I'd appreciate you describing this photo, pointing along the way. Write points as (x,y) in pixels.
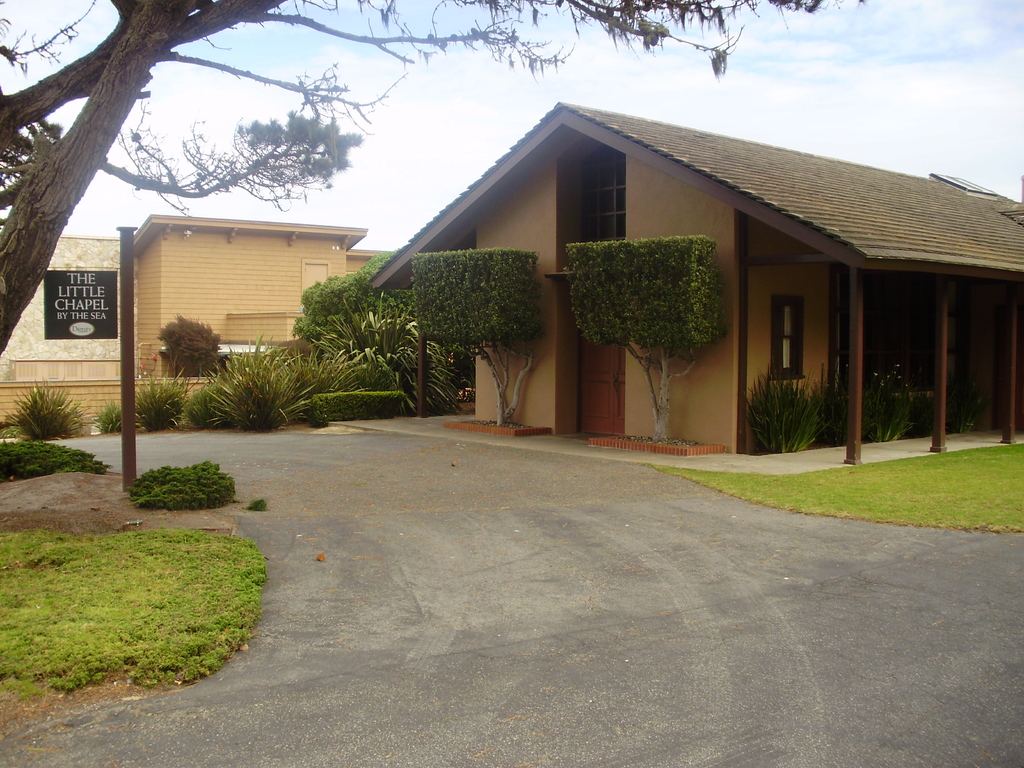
In this picture we can see the houses (599,181), roof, bushes (215,368), board (87,297), pole (126,315), trees (2,127). At the bottom of the image (513,569) we can see the road (425,548), grass (79,641). At the top of the image (923,91) we can see the clouds (736,120) are present in the sky (994,52).
